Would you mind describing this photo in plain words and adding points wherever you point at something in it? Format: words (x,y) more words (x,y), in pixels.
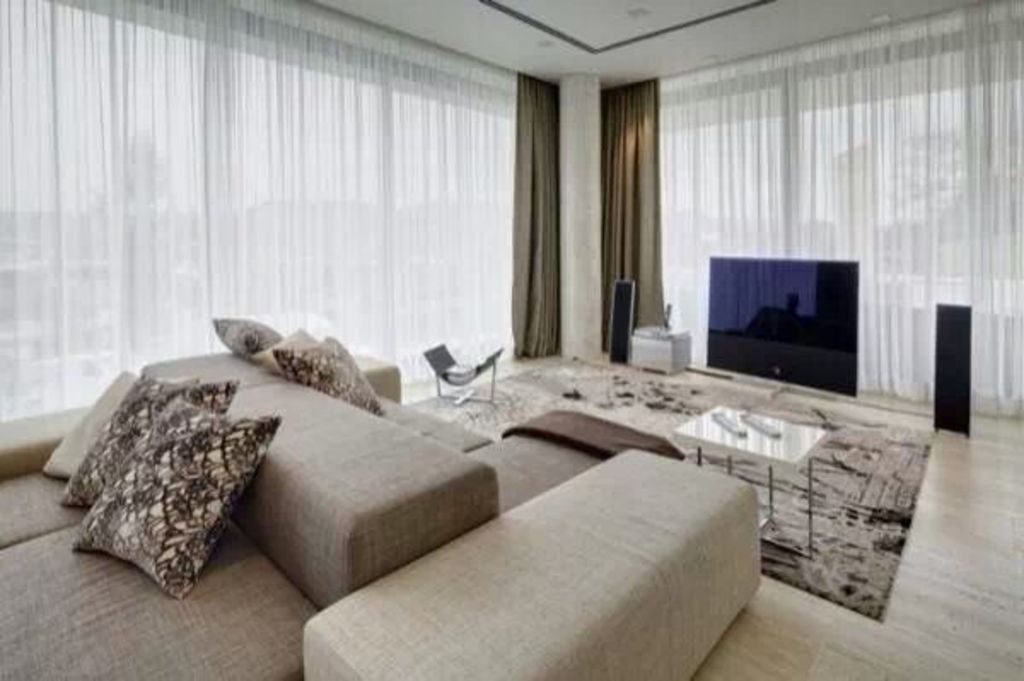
In this image there is one couch (268,479) on the left side (188,411) and on that couch (266,470) there are some pillows (228,459) and in the middle of the image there is one television (773,326) beside that television (802,325) there are sound systems (946,366) and on the floor (813,420) there is one carpet (751,402) and in front of the couch (630,459) there is one table (753,448) and on the top of the image (552,89) there is window (758,139) and curtains (640,184) are there.
